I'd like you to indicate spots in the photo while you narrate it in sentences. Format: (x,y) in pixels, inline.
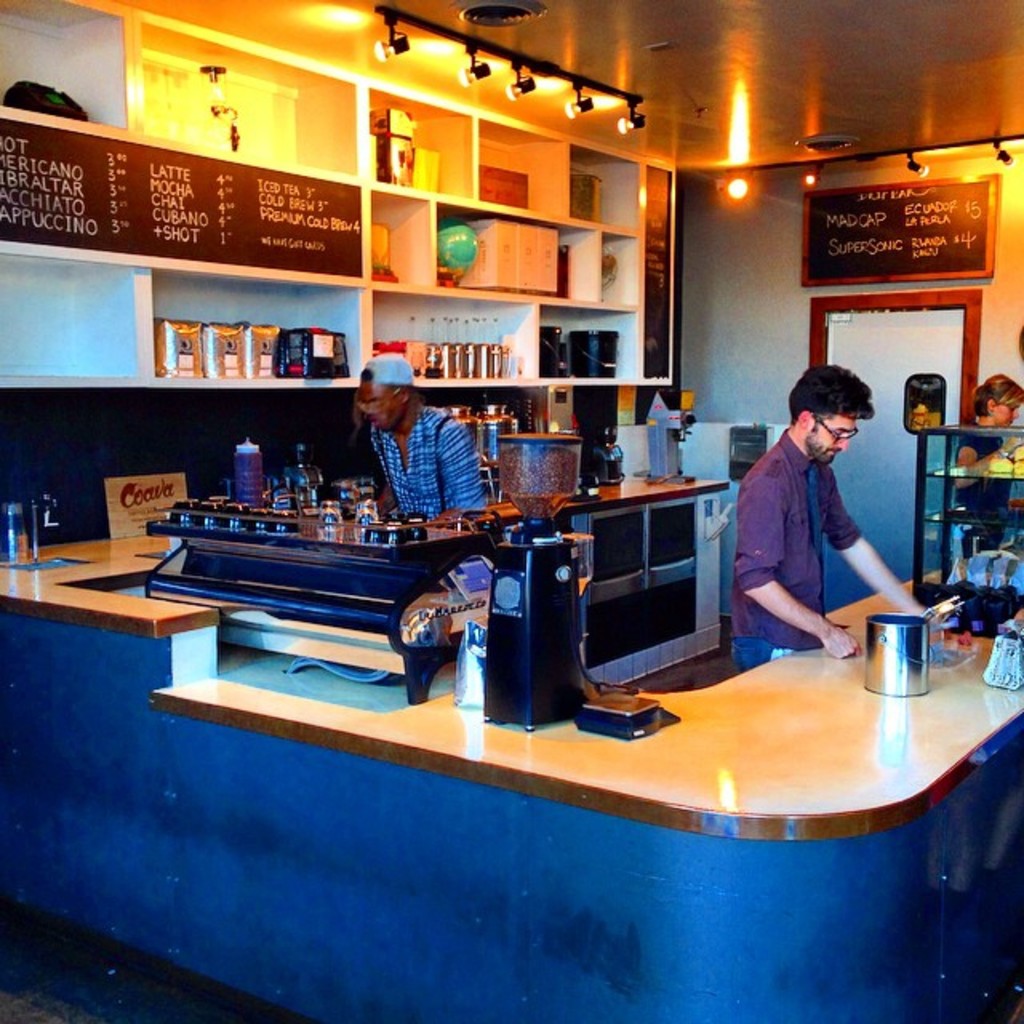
There is a table (692,770). On the table (853,749) there is a vessel (876,656), machine (286,604) and many other things (626,729). On the corner (822,666) of the table (851,667) there is a cupboard (957,539) with many items (957,539) in that. There are three people (442,469) standing. Person (471,471) on the left side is wearing a cap (397,369) and specs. In the back (251,298) there is a cupboard (468,157). Inside that many items (384,348) are kept. Also there is a board (165,222) with something written on that. On the ceiling (845,121) there are lights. Also on the wall (778,253) there is a board (898,239) with something written. On the table (818,763) there is a coffee machine (535,548).
